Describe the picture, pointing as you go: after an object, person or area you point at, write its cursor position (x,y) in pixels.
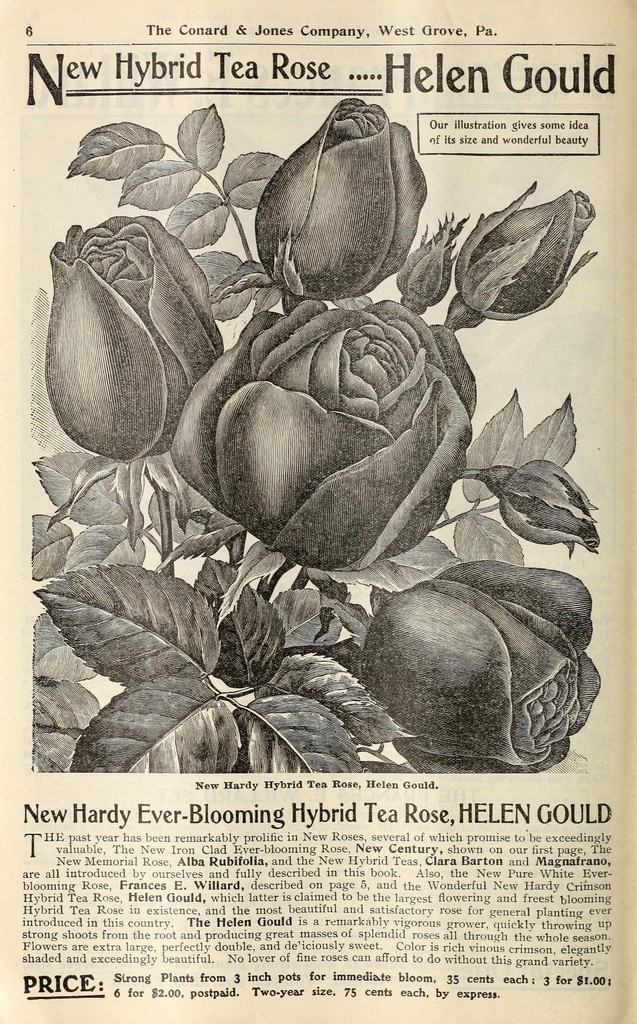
In this image I can see few roses (353,550), few leaves (243,630) and something is written on the paper (347,907) with black color.
